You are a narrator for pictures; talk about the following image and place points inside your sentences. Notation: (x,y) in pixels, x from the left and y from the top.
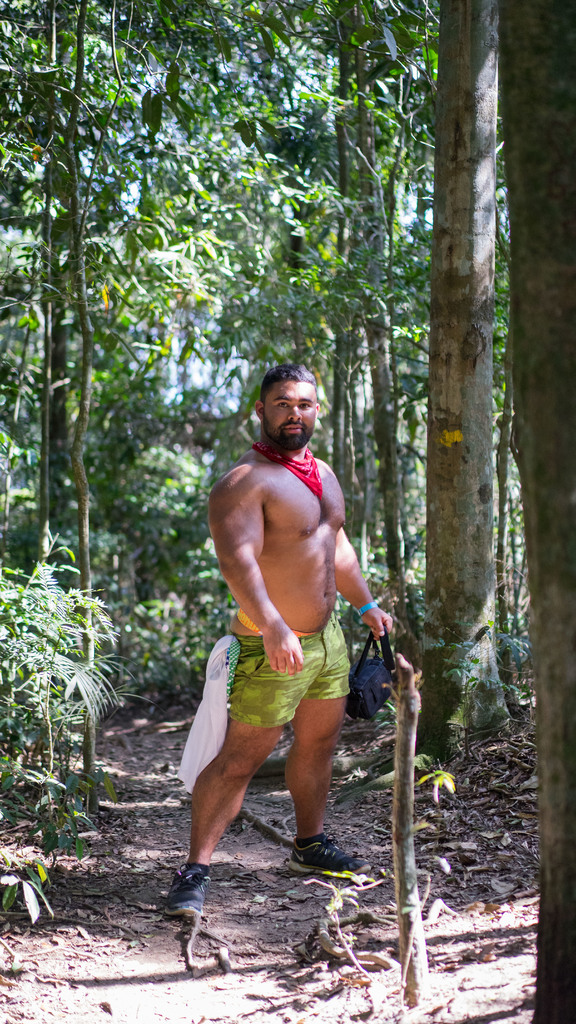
In the image in the center (328,635) we can see one man (288,551) standing and holding bag (361,711). In the background (364,438) we can see trees (320,282) and dry leaves (517,782).
